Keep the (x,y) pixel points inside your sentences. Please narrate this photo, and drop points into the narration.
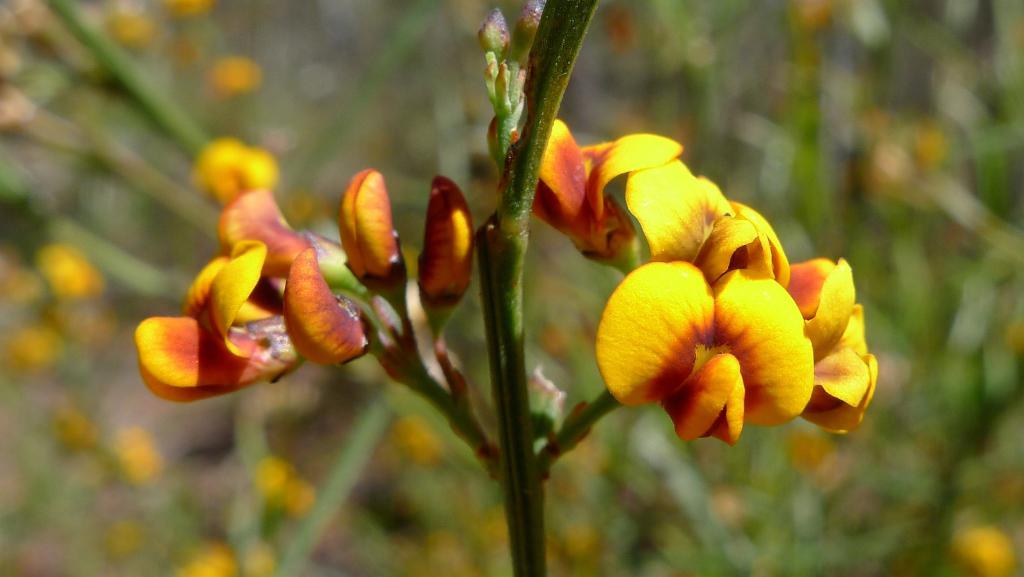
In this image we can see a plant (520,354) with flowers (201,303). The background of the image (643,15) is blur.
